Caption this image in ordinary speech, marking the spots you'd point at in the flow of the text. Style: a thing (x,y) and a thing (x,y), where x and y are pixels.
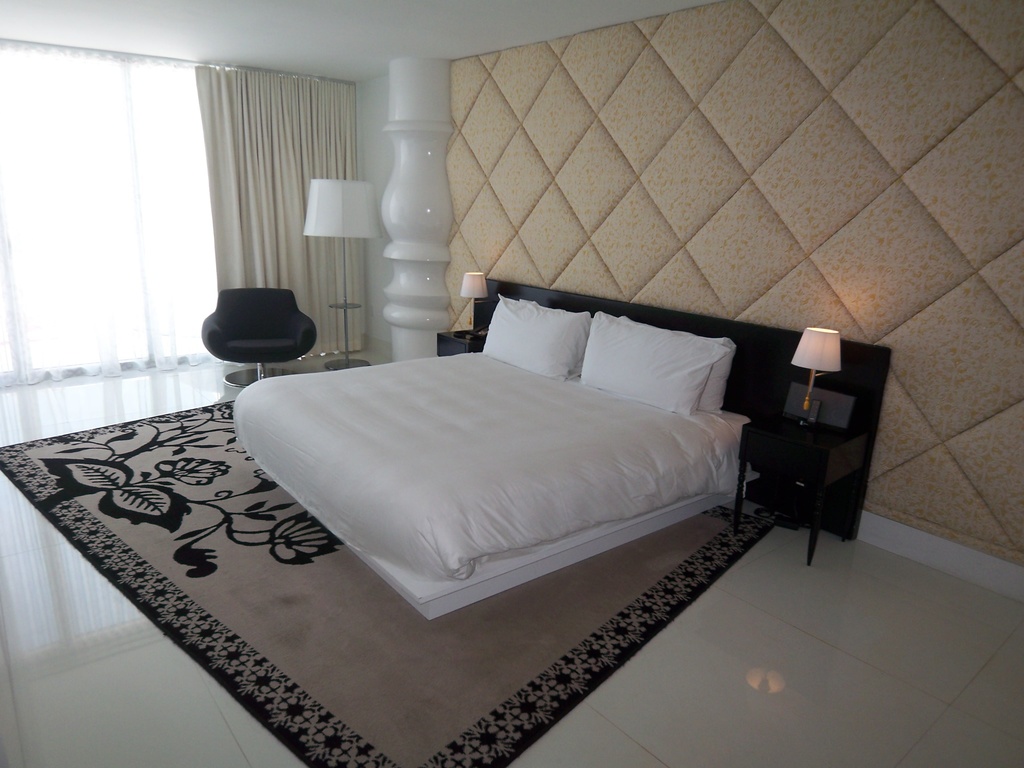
In this image in the center (505,359) there is a bed (361,421), on the bed (489,382) there are pillows (576,369) and beside the bed (523,374) there are lamps (326,233), chair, table (805,457), speaker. At the bottom (239,615) there is floor (126,703) and carpet (194,615), and on the left side (134,201) there is window (173,221) and curtains (204,149) and there is a wall (486,233) and pillar (387,194). At the top (380,41) there is ceiling (253,63).
